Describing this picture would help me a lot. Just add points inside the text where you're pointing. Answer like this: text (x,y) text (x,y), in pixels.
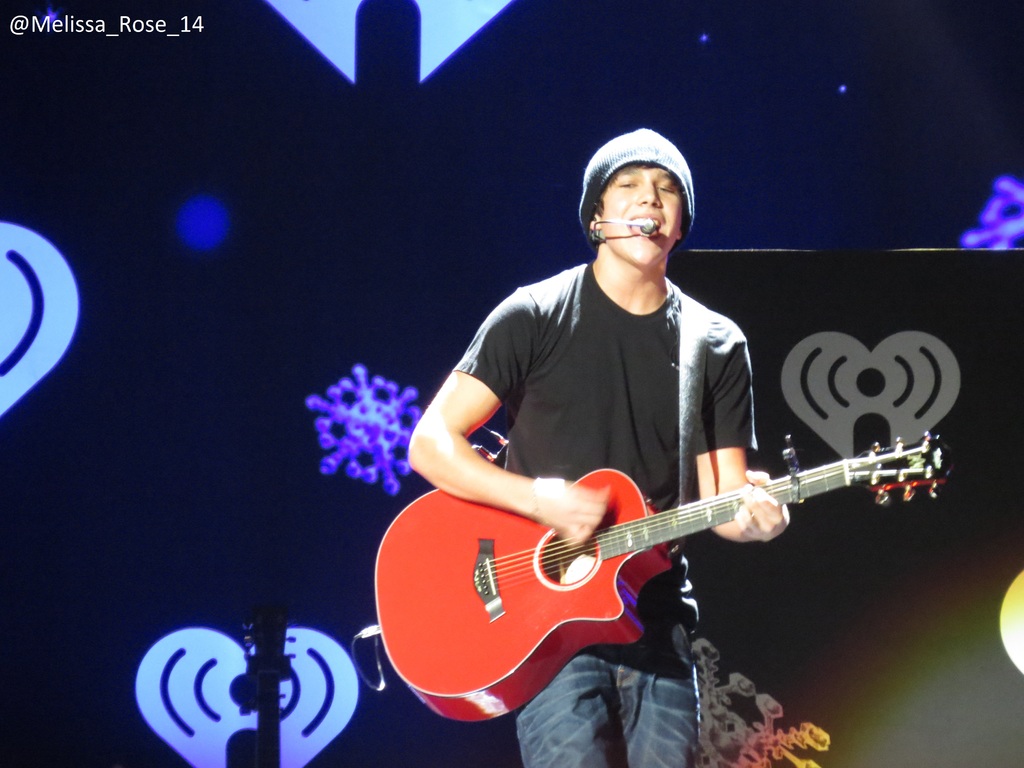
A boy (585,330) with black t-shirt (562,395) is singing and playing guitar (625,575). He is standing. He is wearing a cap (639,153) on his head (652,163). In the background (506,144) there is black color light (277,288) and some designs (363,398) over it.
